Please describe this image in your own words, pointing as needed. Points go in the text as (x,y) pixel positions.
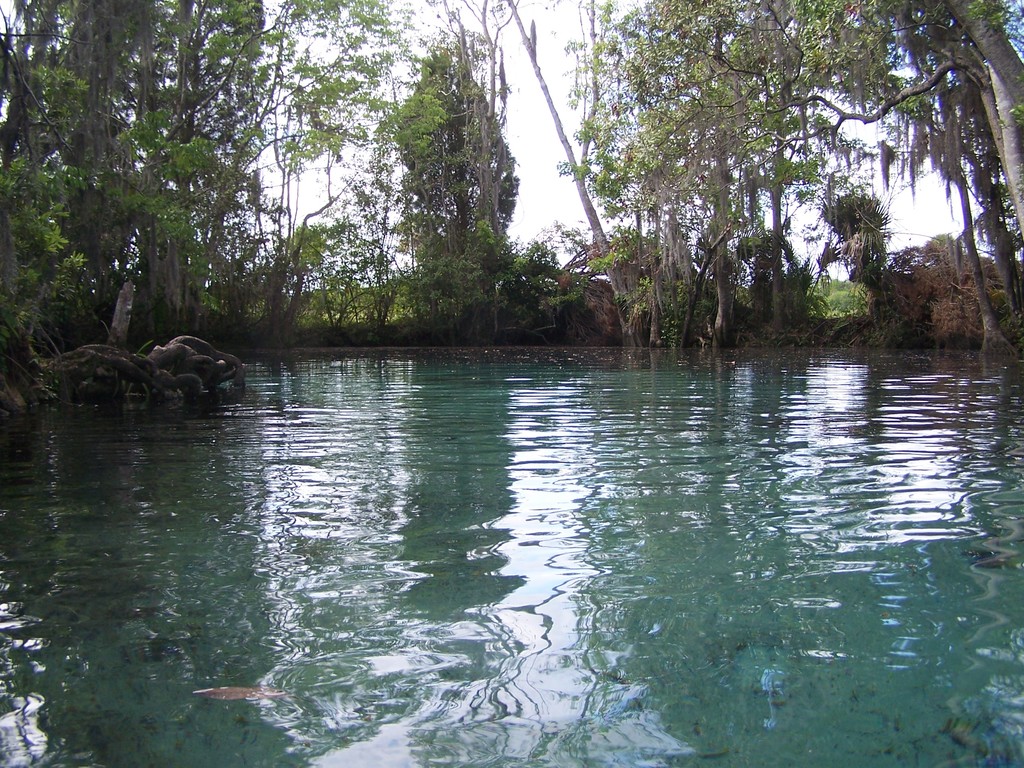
In this picture we can see water (449,453) and trees (173,300). In the background of the image (554,216) we can see the sky (533,240).
